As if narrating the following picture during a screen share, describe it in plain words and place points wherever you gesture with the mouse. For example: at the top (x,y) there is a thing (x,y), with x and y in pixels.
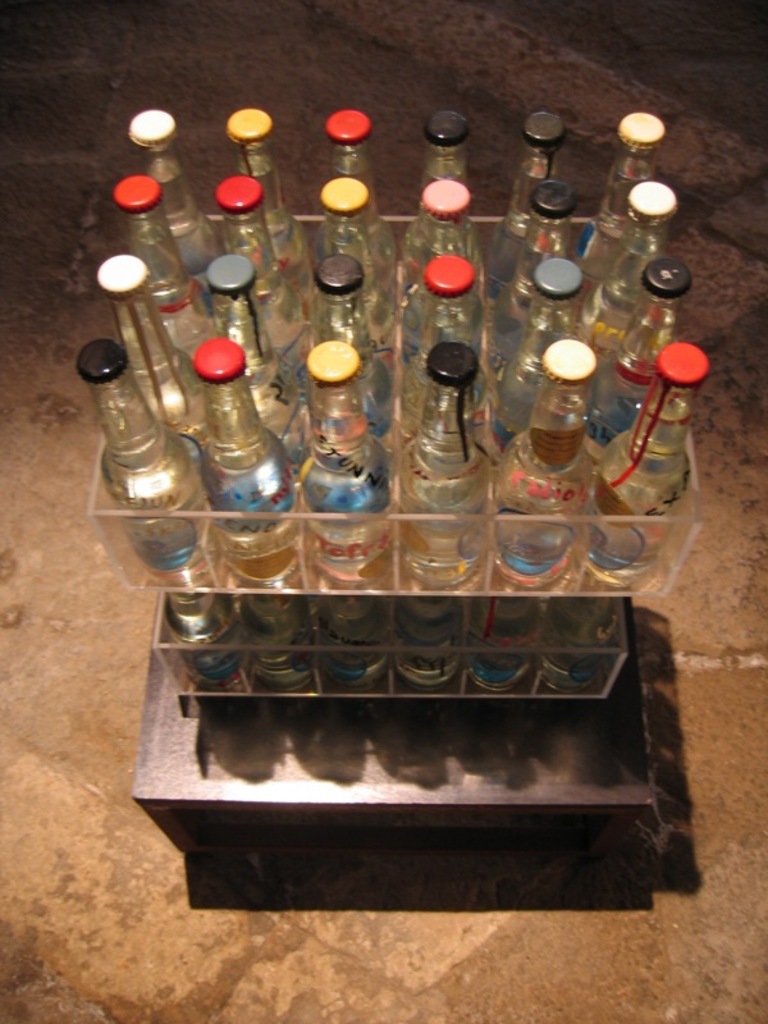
In this image there are group of bottles (415,326), which are kept in a box (398,379) and the box (467,693) is kept on a wooden table (357,761), which is on the floor (596,905). The bottles (405,417) have different color lids (102,263) to each of them.
